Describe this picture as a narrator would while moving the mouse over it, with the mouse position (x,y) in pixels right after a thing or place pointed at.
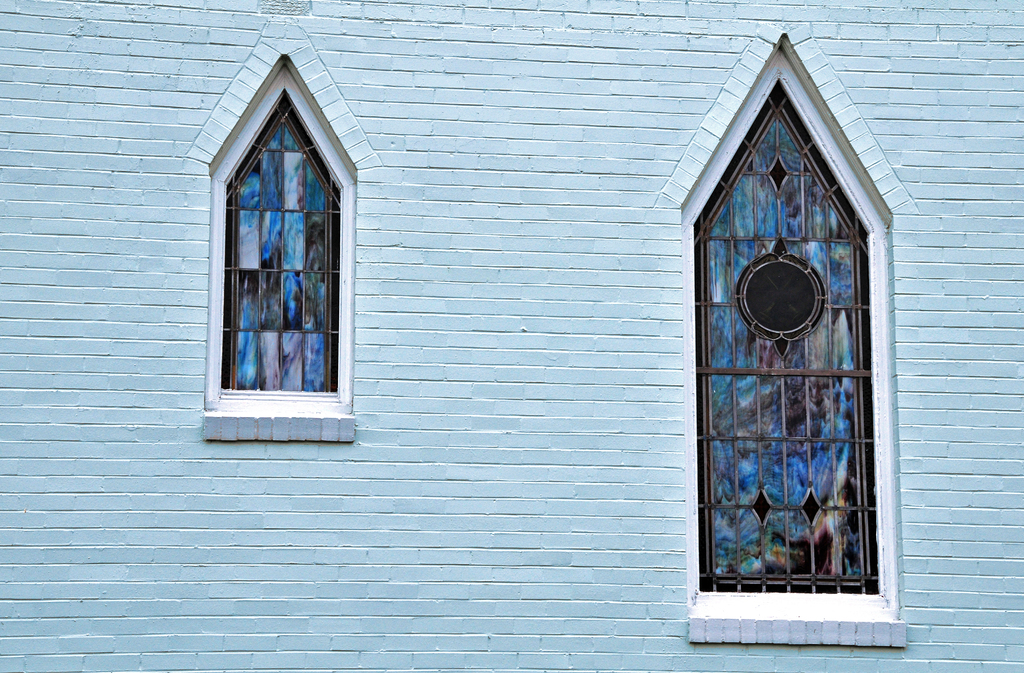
In the picture there is a wall (463,226), on the wall (438,307) there are two glass windows (284,143) present.
